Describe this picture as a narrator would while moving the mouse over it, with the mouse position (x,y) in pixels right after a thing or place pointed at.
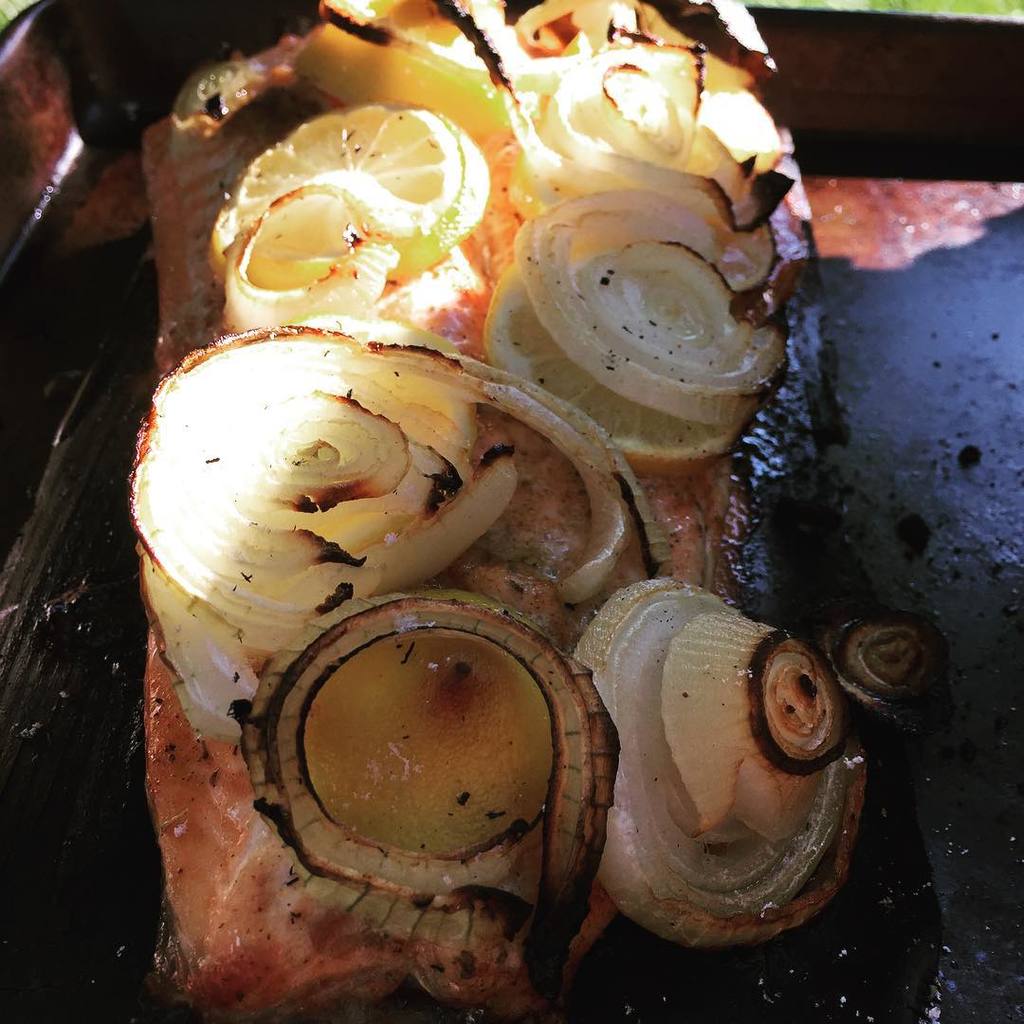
There are pieces of onion (363,400) and lemon (674,428) on some food item (262,869).
